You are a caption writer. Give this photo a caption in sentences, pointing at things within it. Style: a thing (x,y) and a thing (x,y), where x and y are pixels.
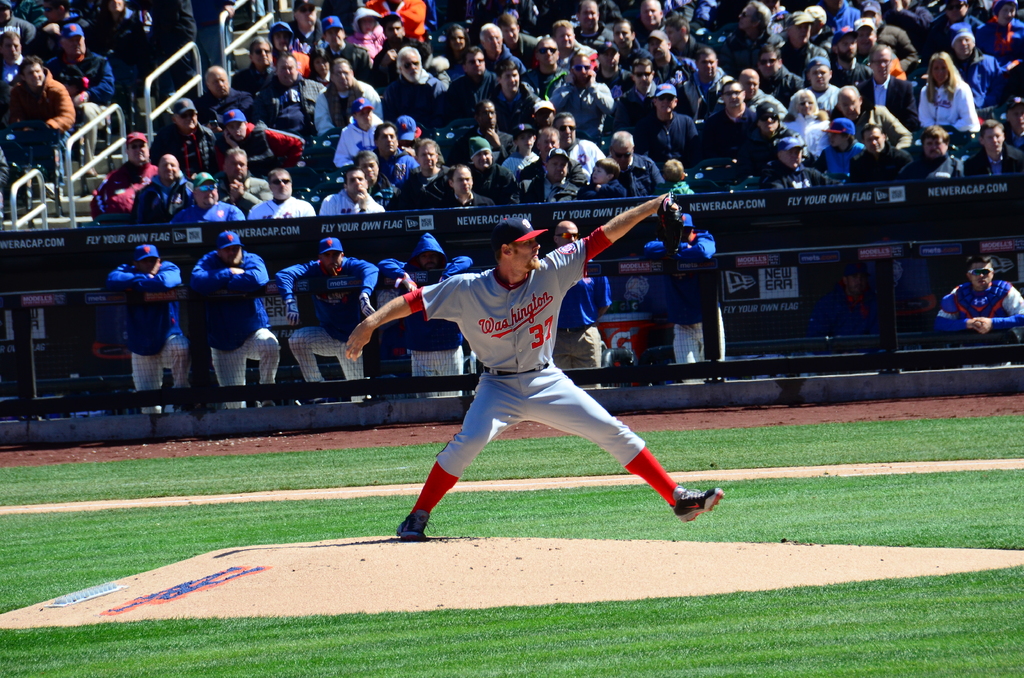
In this image I can see the person (517,399) on the ground (488,520). The person (449,484) is wearing the red and ash color dress (493,374) and also cap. To the side of the person (465,325) I can see few people (577,306) standing behind the fence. In the background (405,224) I can see some boards (451,219) and many people (474,110) with different color dresses (680,120). To the left (150,128) I can see the railing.
